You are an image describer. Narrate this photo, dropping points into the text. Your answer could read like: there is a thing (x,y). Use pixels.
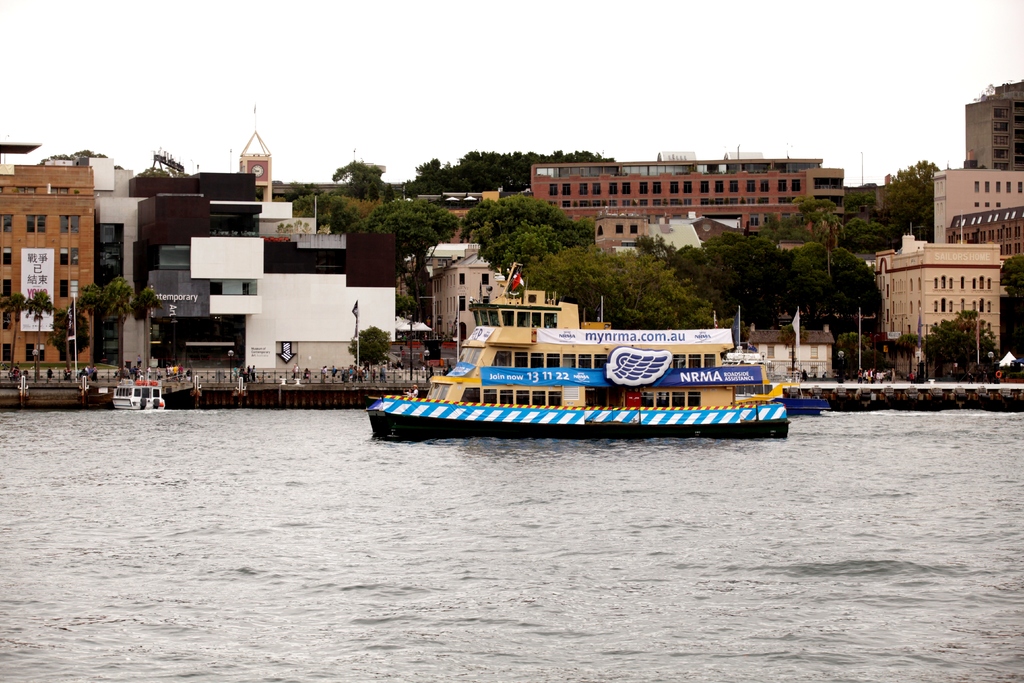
In front of the image there is a boat (477,435) on the river (447,457), behind the boat (604,401) on the platform (224,387) there are a few people (147,369) walking and there are lamp posts (229,367), flag posts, trees (369,348) and buildings (134,231). On the buildings (117,263) there are name boards (38,288).
